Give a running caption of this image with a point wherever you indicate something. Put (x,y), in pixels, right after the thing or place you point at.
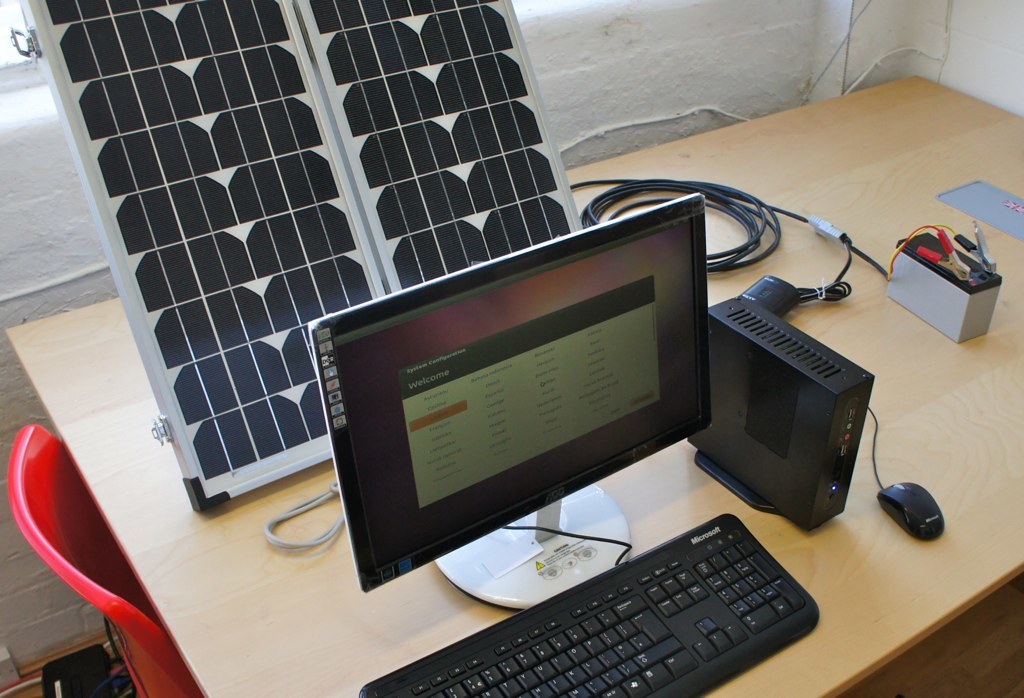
In this image I can see a system (457,447), keyboard (652,607), mouse (913,527) and a CPU (797,432). There is solar panel (266,218). There is battery (916,302) and clips (984,251) on the table (160,471). There is a wires (710,259). There is a chair (102,547) it is in red color. The wall (746,66) is white color.
